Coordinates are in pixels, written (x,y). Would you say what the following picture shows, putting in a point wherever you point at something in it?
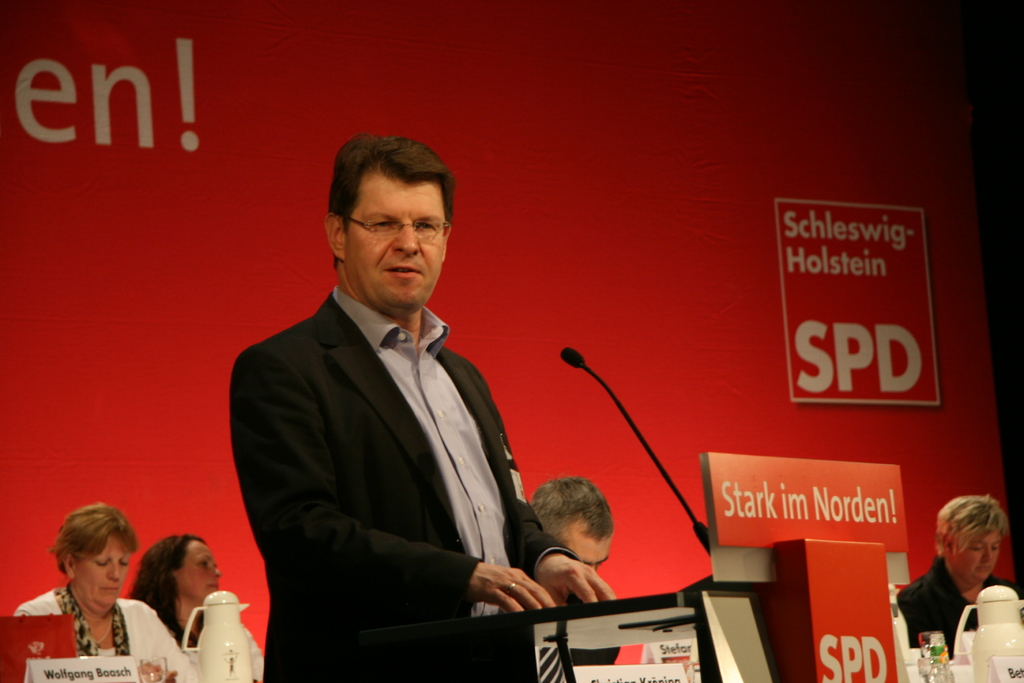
In this picture I can see there is a person (435,569) standing and there is a wooden stand (652,639) and in the backdrop (475,284) there is a red backdrop (630,183).
